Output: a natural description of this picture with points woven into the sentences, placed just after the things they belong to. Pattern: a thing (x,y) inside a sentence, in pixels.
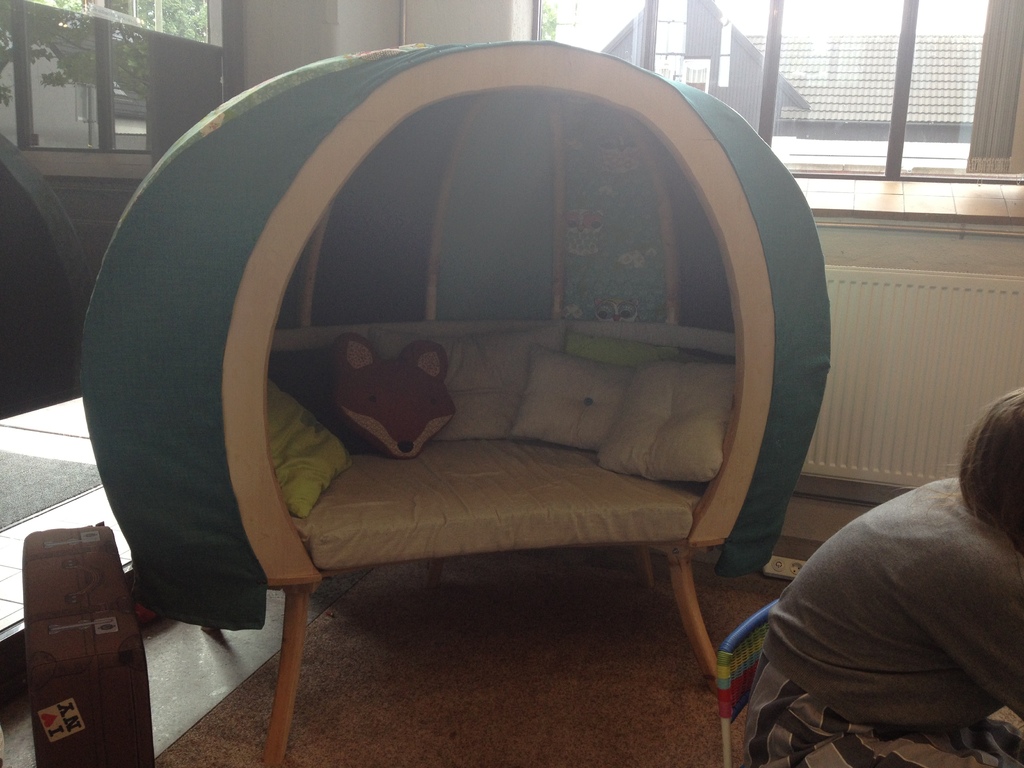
There is a person (847,678) sitting on chair (757,631) and we can see pillows (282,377) on bed (260,496) and trunk box (134,637) on floor (467,698). On the background (773,113) we can see glass windows (805,39), through this glass windows (959,61) we can see rooftop (881,52) and trees (198,16).
